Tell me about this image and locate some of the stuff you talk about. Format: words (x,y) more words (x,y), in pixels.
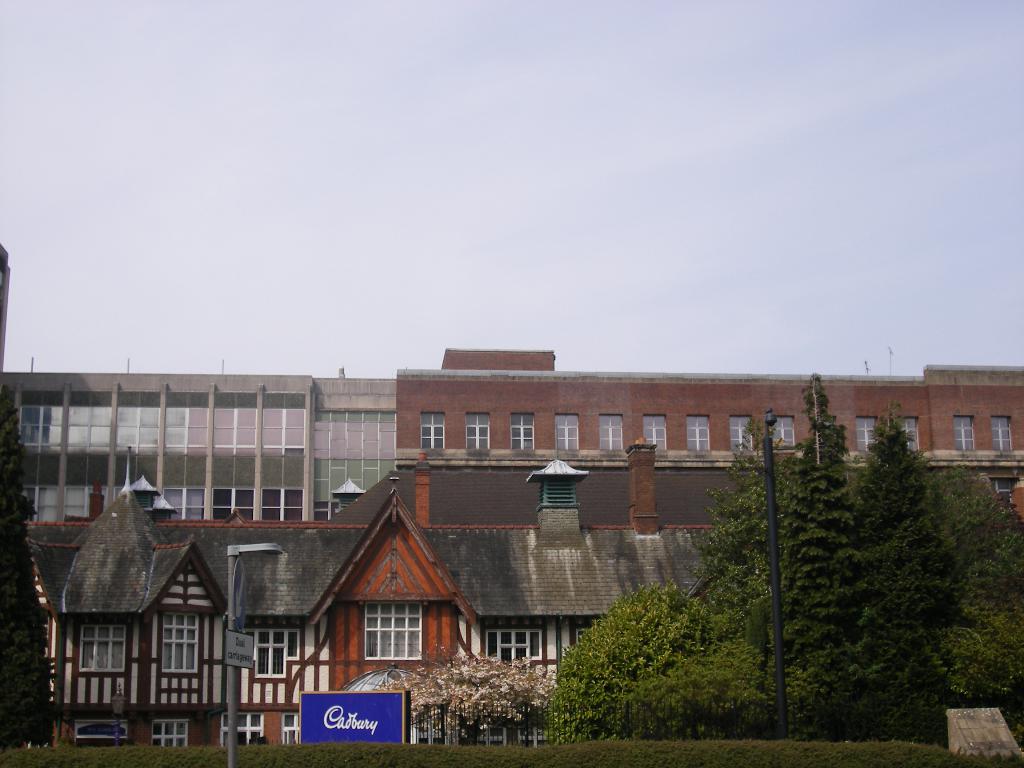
In the image there are buildings (341,502) in the back (564,518) with trees (823,407) in front of it on the right side (835,553) and above its sky (681,185) with clouds (519,223).
